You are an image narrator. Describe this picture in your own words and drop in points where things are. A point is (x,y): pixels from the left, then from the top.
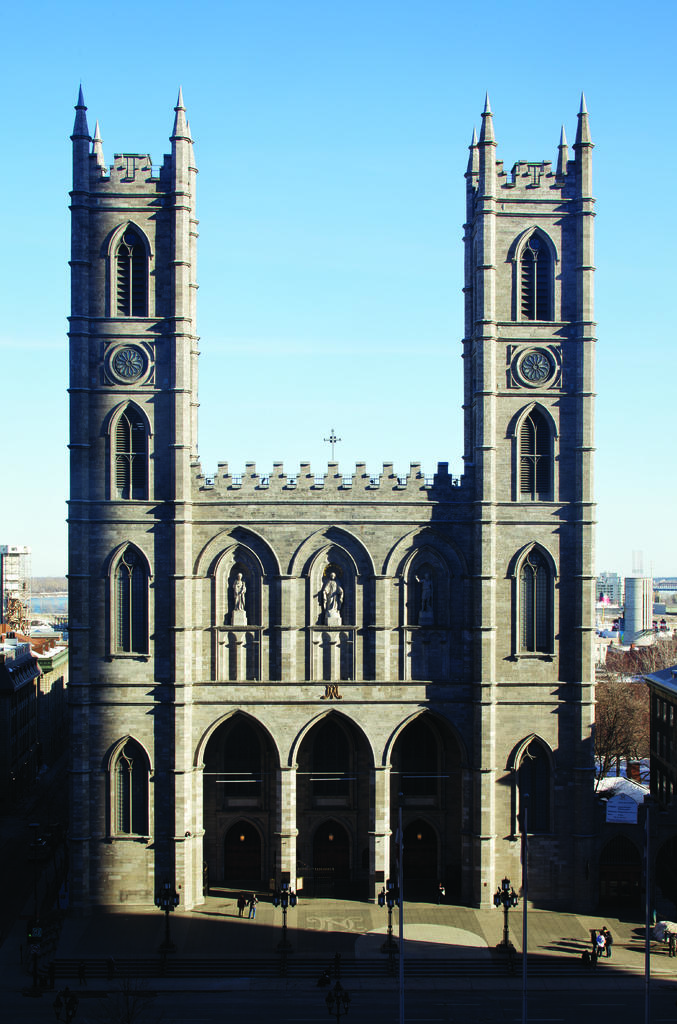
In this picture I can observe a monument (204,606) in the middle of the picture (338,509). In the background (350,255) I can observe sky (291,192).
